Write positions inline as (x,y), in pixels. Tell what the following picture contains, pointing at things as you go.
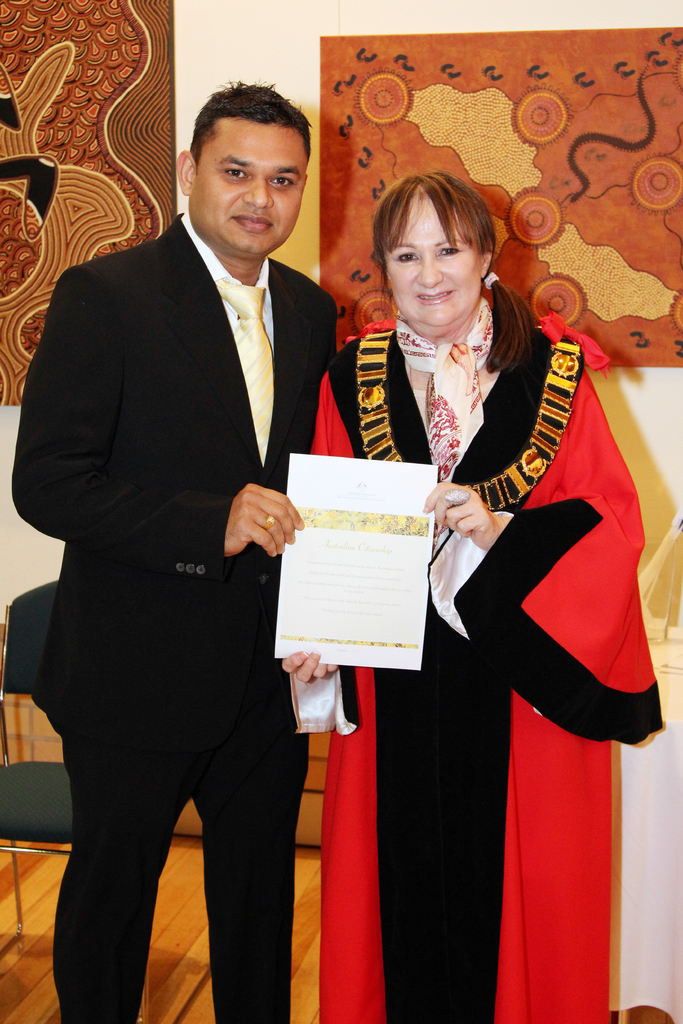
In this picture we can see a man (281,951), woman (446,951), they are standing on a platform (294,951), they are smiling, they are holding a certificate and in the background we can see a chair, wall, posters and some objects (676,874).
